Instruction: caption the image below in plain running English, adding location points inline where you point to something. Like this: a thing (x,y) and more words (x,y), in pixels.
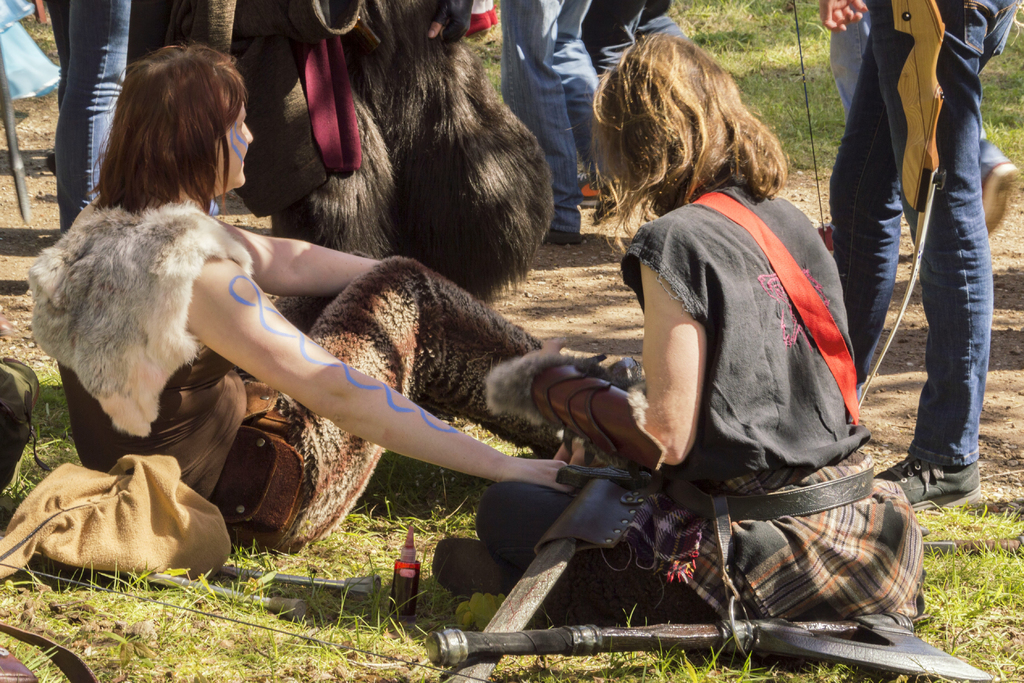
In the picture we can see two women (361,472) sitting on the grass surface (384,463) and they are in a different costumes (344,471) and beside them, we can see some people (970,163) are standing and behind them also we can see some grass surface (678,10).
